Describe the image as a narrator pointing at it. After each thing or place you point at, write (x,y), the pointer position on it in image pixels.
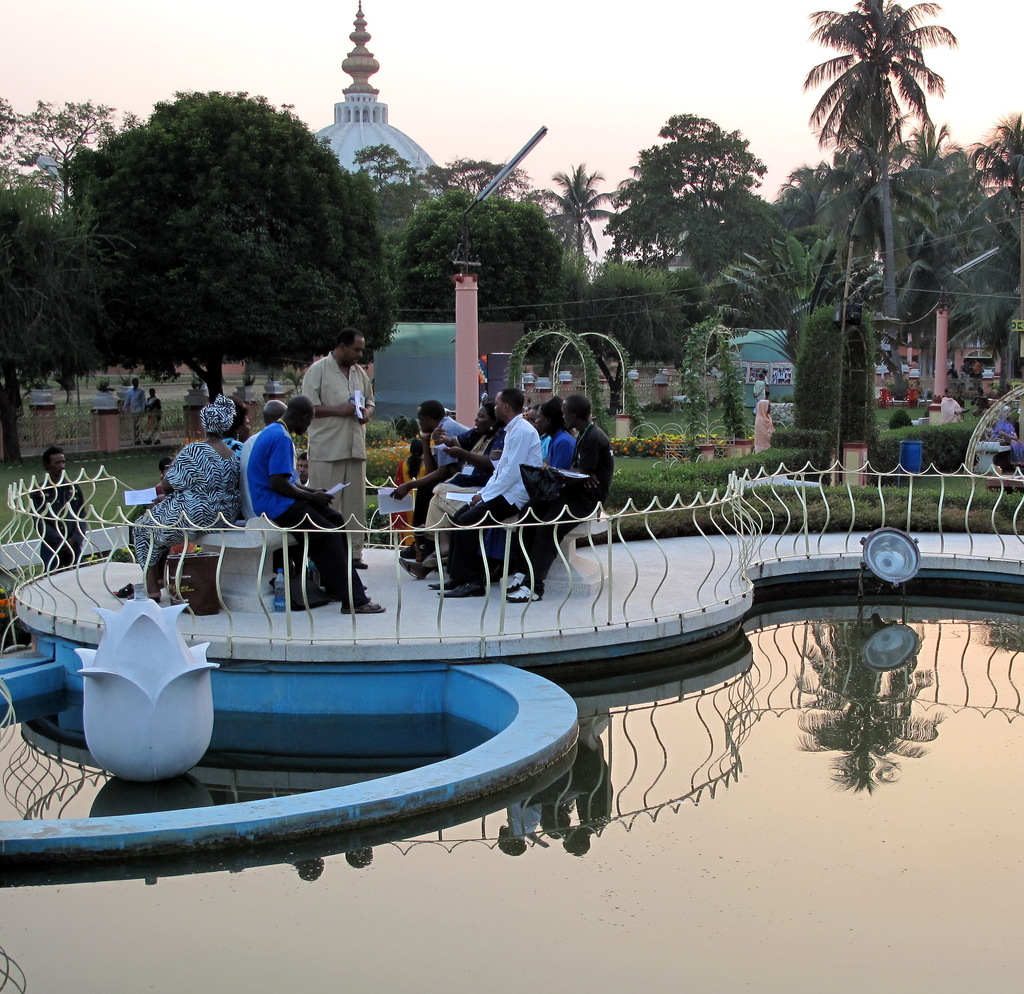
In this picture I can observe some people (335,392) in the middle of the picture (346,470). There are men (506,504) and women (215,506) in this picture. In the bottom of the picture (251,908) I can observe pond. I can observe railing (710,540) in the middle of the picture (350,574). In the background (278,141) there are trees (34,280) and sky (481,66).
